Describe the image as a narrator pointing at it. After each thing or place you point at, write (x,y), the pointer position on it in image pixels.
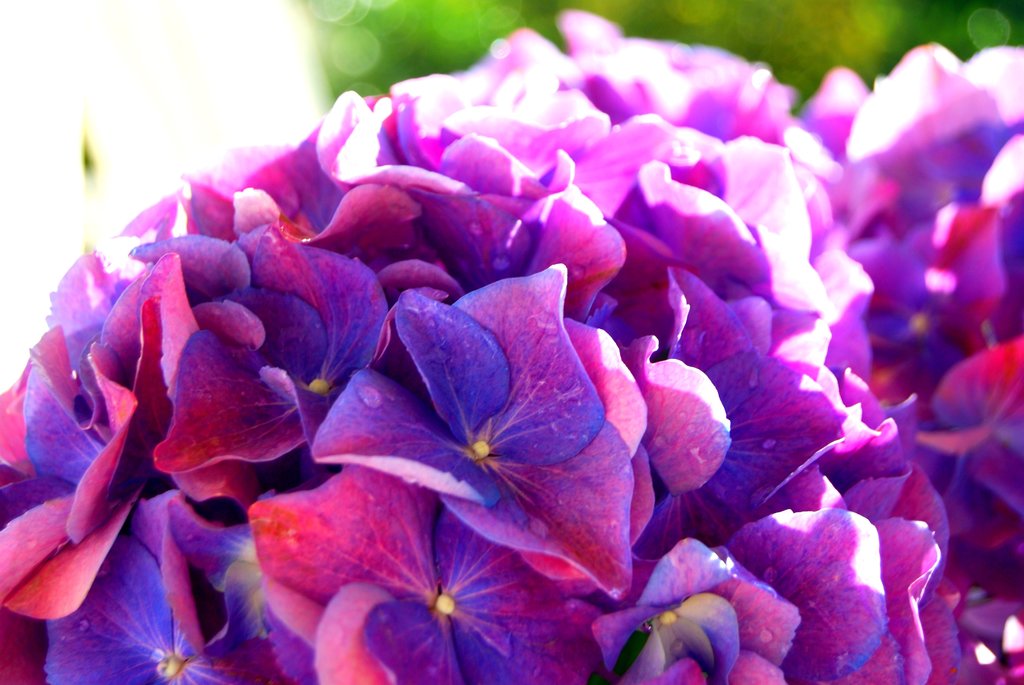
Here in this picture we can see close up view of flowers (293,370) present over there.
